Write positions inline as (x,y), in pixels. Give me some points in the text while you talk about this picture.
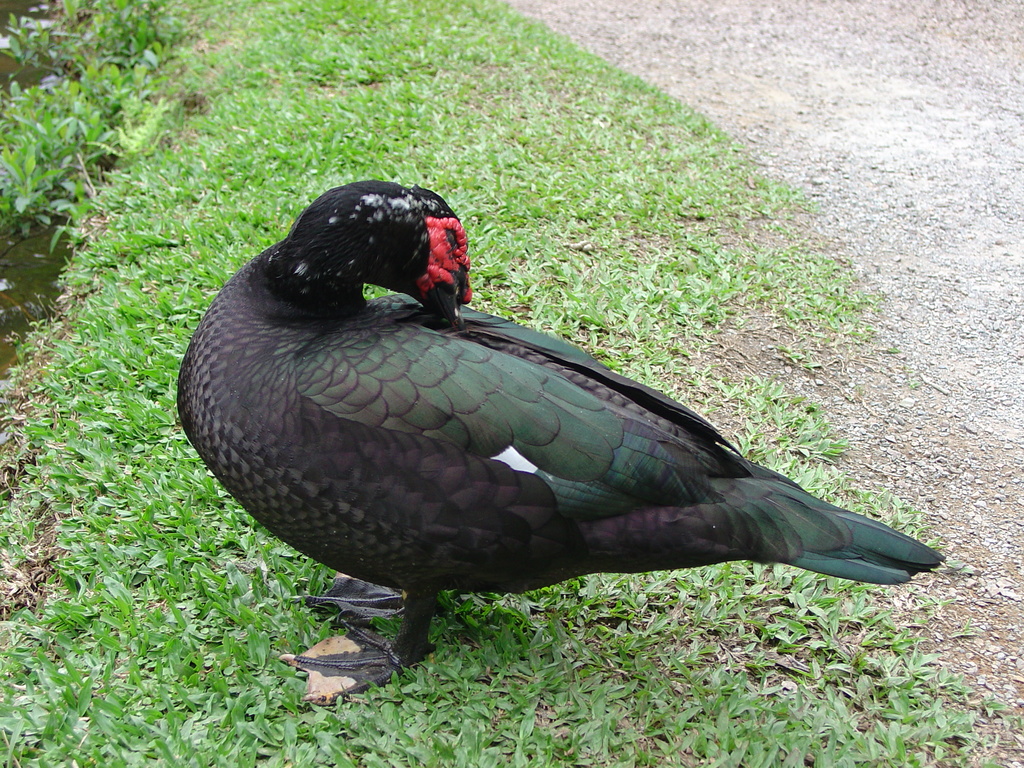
In this image there is a bird (498,551) on the surface (435,696) of the grass (248,662). In front of her there is water (40,263).
